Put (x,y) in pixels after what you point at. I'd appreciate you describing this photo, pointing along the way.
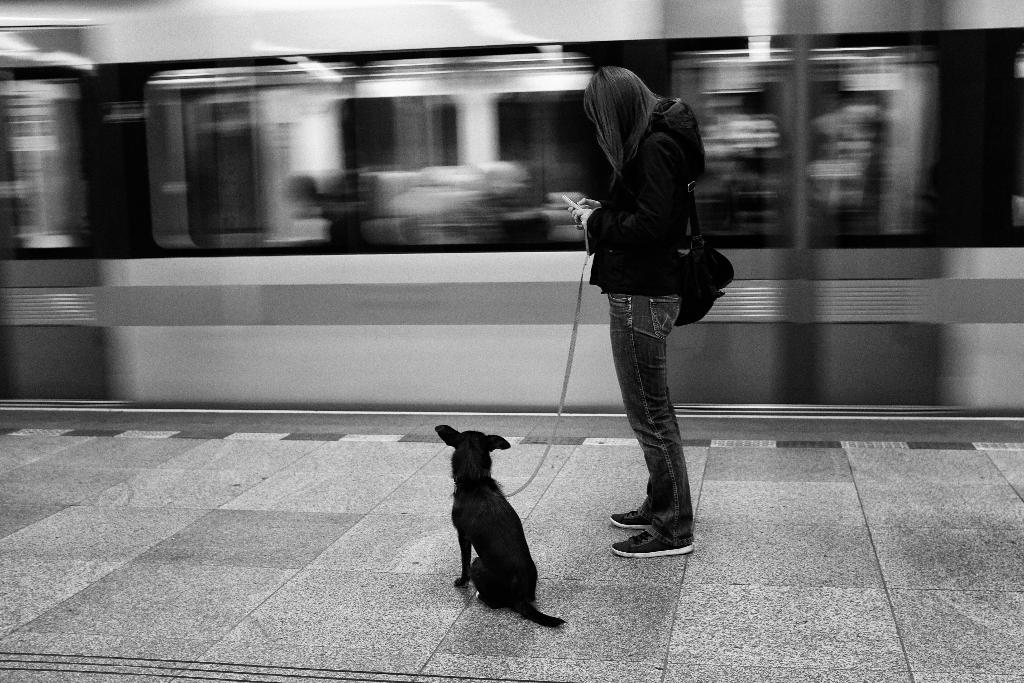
a person (616,119) is standing wearing a bag (703,275), holding the belt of a black dog (489,536) on the platform (542,581). at the back (504,39) a train (504,39) is passing. the woman (646,203) is wearing a black jacket (646,203) and a jeans (657,451).
